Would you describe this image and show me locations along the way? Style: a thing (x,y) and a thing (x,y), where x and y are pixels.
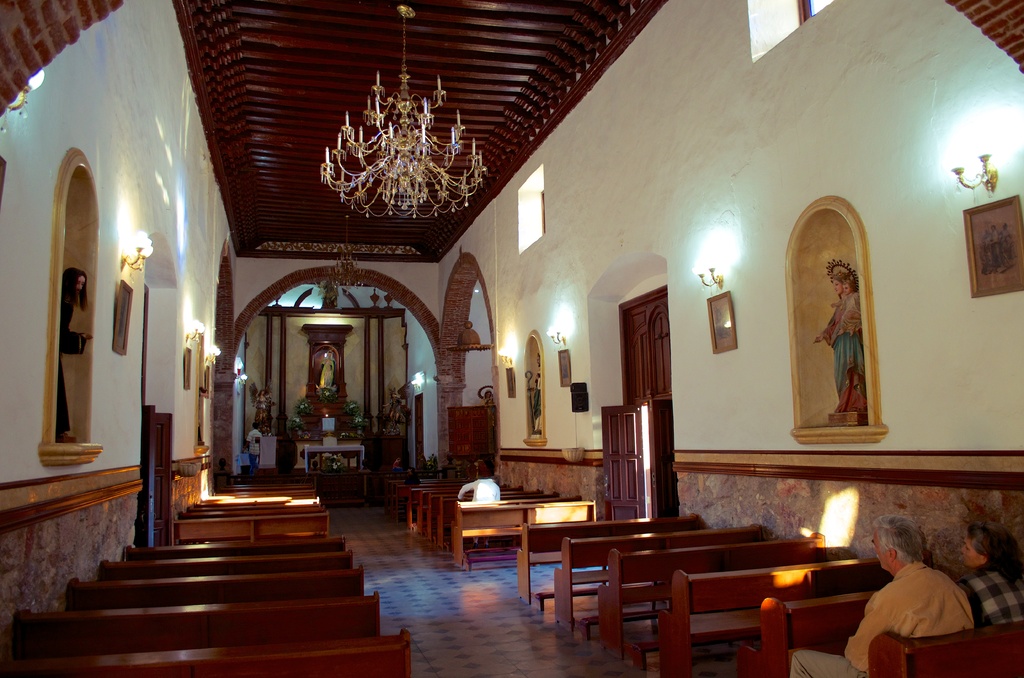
This picture is clicked inside the hall (120,451). In the center (647,315) we can see the benches (556,588) and we can see the group of persons (901,595) sitting on the benches (761,579) and the picture frames (731,299) hanging on the wall (1005,170) and we can see the wall mounted lamps (136,262), sculptures of persons (80,346), wooden door (628,338), windows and there are some objects (361,456) placed on the ground (377,514) and we can see a person (256,446) seems to be standing on the floor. In the background (354,441) we can see the wall (347,370) and many other objects (322,393). At the top (337,80) there is a roof (295,122) and a chandelier (433,143) hanging on the roof (498,51).
